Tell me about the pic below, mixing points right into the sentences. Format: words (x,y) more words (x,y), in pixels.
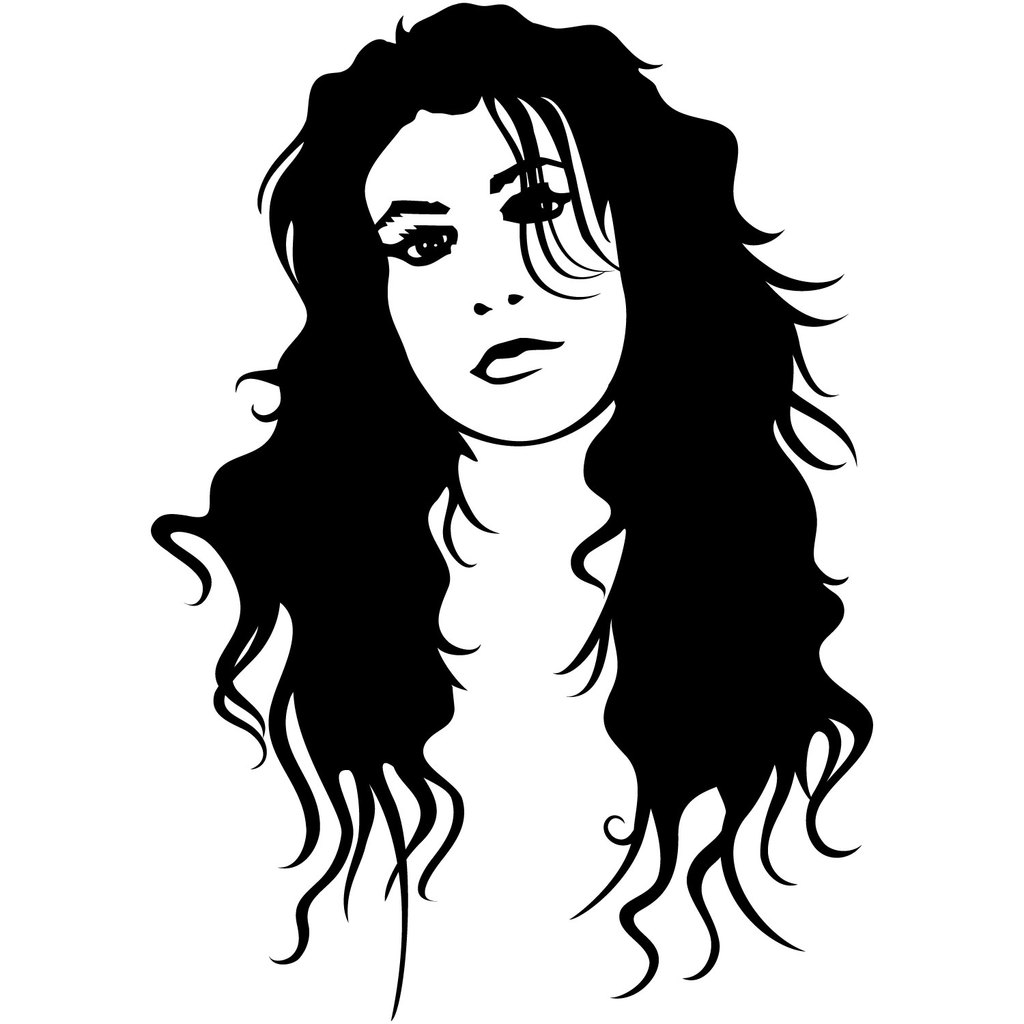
This is an animated picture. I can see a sketch (498,190) of a person (331,873).
